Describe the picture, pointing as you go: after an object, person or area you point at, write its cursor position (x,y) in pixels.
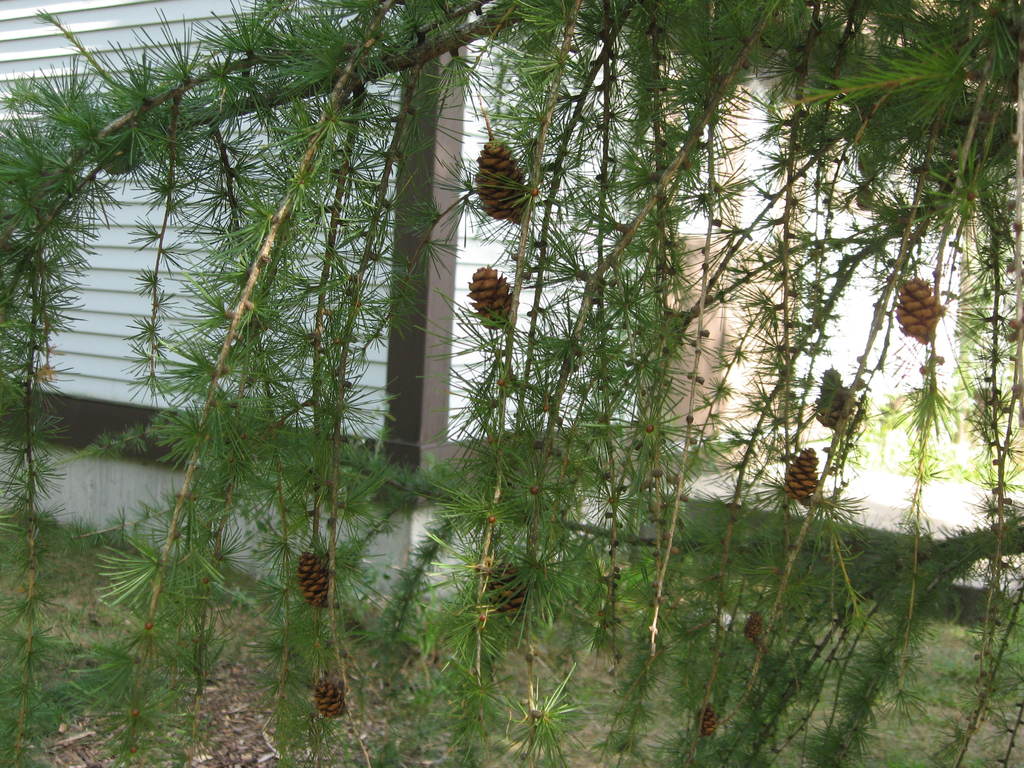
In this image I see the leaves (356,101) on the stems (664,111) and I see the brown color things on the stems (515,288) too and I see the ground (76,741). In the background (394,559) I see the white wall (467,253).
